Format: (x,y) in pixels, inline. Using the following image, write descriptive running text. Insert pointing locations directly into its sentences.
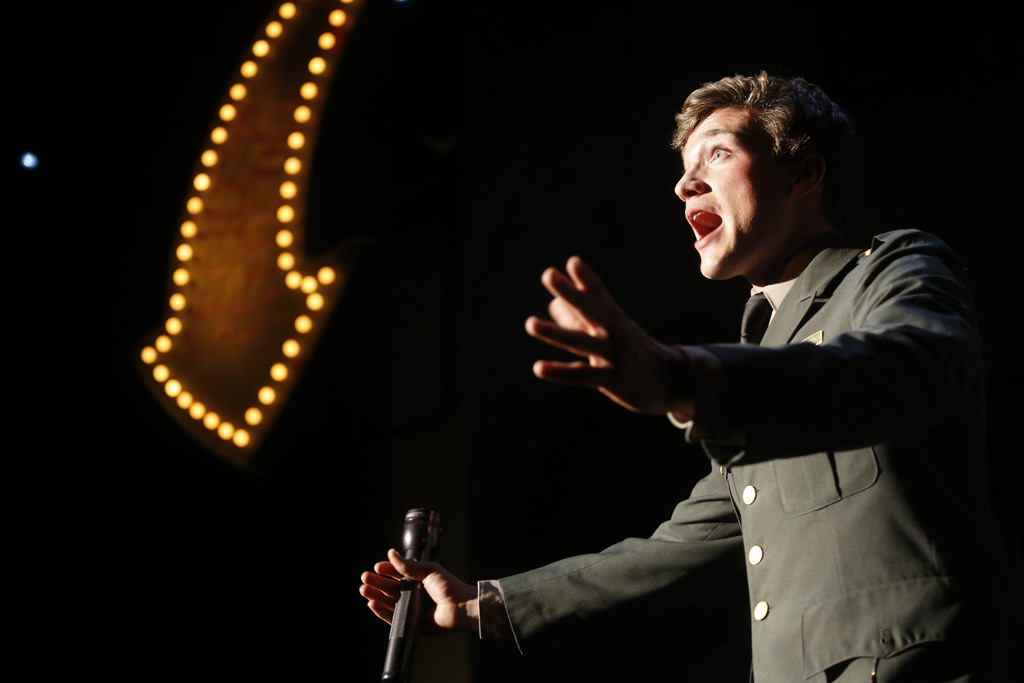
This image consists of a person (692,428). He is wearing a green jacket (731,500). He is holding a mic (422,524) in his hand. There are lights (230,269) on the left side (281,376).
